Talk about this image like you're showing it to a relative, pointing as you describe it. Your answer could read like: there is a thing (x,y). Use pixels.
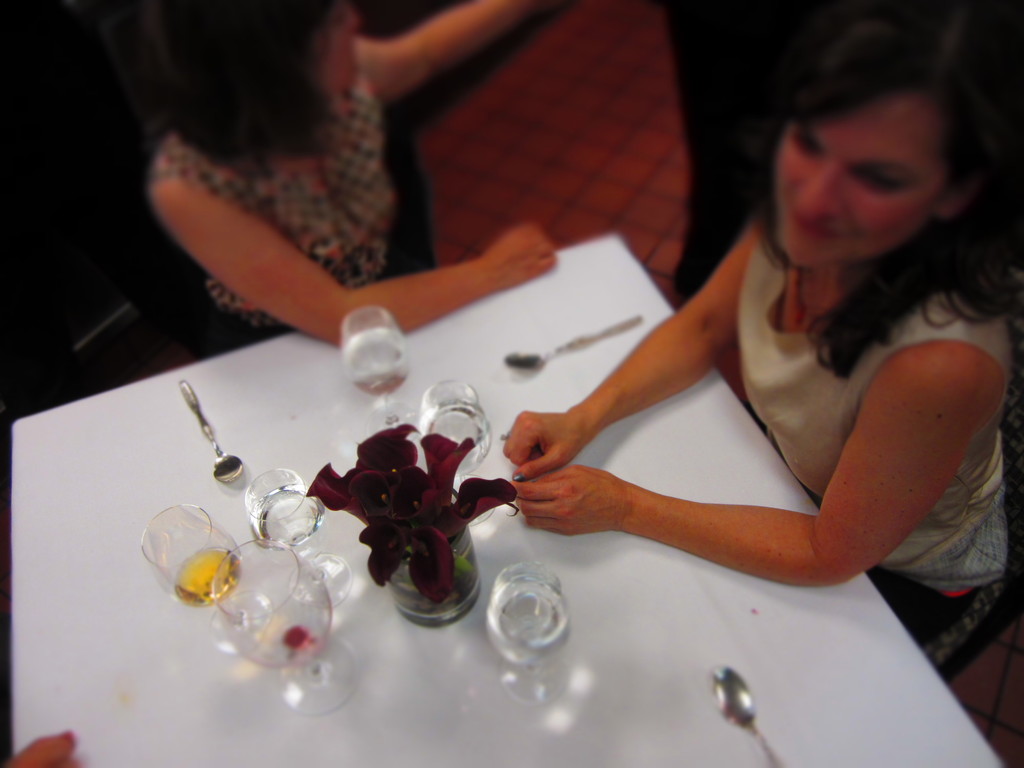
There are two women's (789,230) sitting on a chair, right woman (917,413) is smiling. Here it's a table (753,593), on the table (596,354) we can see three spoons (730,718). Five glasses (287,542) containing water (529,631) and one of the glass (206,568) contains a wine (213,576). Here it's a flower (408,487). Bottom-left we can see a finger (57,746) of a person (57,746).
